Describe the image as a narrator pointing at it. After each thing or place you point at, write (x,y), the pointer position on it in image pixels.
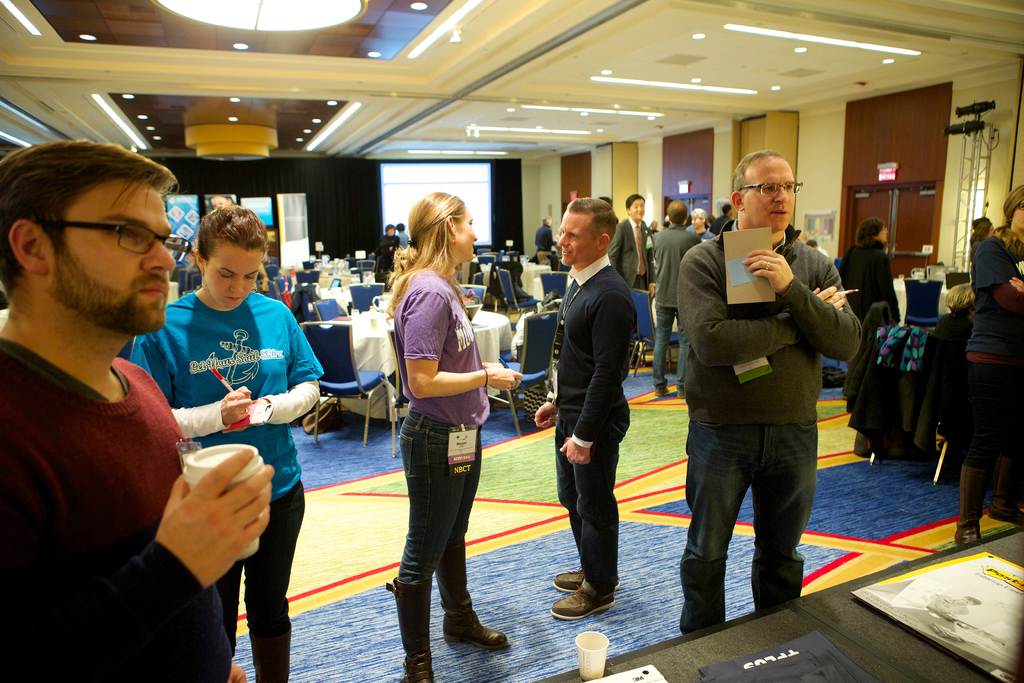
In this image there is a group of people (459,374) standing by holding some objects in their hands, behind them there are a few people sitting in chairs (542,297). In front of them on the table (383,348) there are some objects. In the background of the image (484,227) there are banners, screen (396,214) and sign boards (878,179) on the doors (868,190) and some other objects (922,283). At the top of the image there are lamps (247,8).
